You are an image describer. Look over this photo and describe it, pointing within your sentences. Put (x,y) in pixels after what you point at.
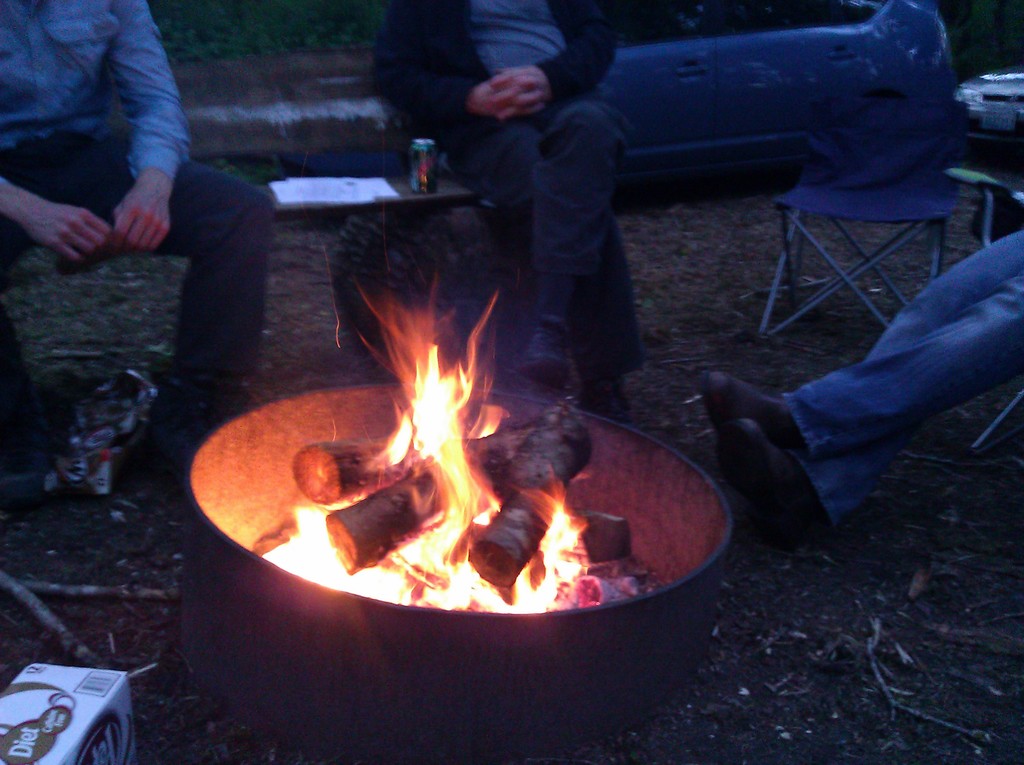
In the center of the image (579,336) we can see two persons (455,165) are sitting on the bench (383,239). On the bench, we can see the papers (357,190) and a can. In front of them, we can see one object (561,628). In that object (284,602), we can see fire (437,440) with wood (403,511). On the right side of the image (1009,317), we can see the legs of a person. At the bottom left side of the image (60,730), we can see a box (85,724) with some text (19,746) on it. In the background (850,83) there is a vehicle (834,84), chair (830,193) and a few other objects (985,176).
